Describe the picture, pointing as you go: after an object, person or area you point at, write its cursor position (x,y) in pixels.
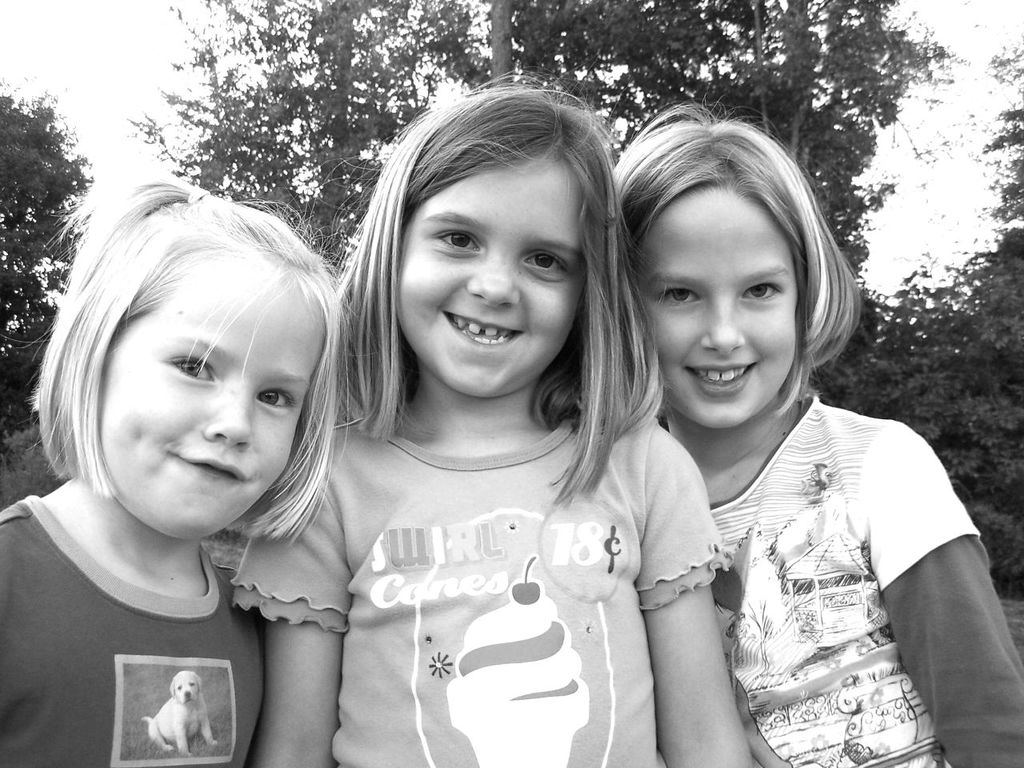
This is a black and white image. There are a few people (527,287). We can see some trees (469,27), plants (867,327) and the sky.
